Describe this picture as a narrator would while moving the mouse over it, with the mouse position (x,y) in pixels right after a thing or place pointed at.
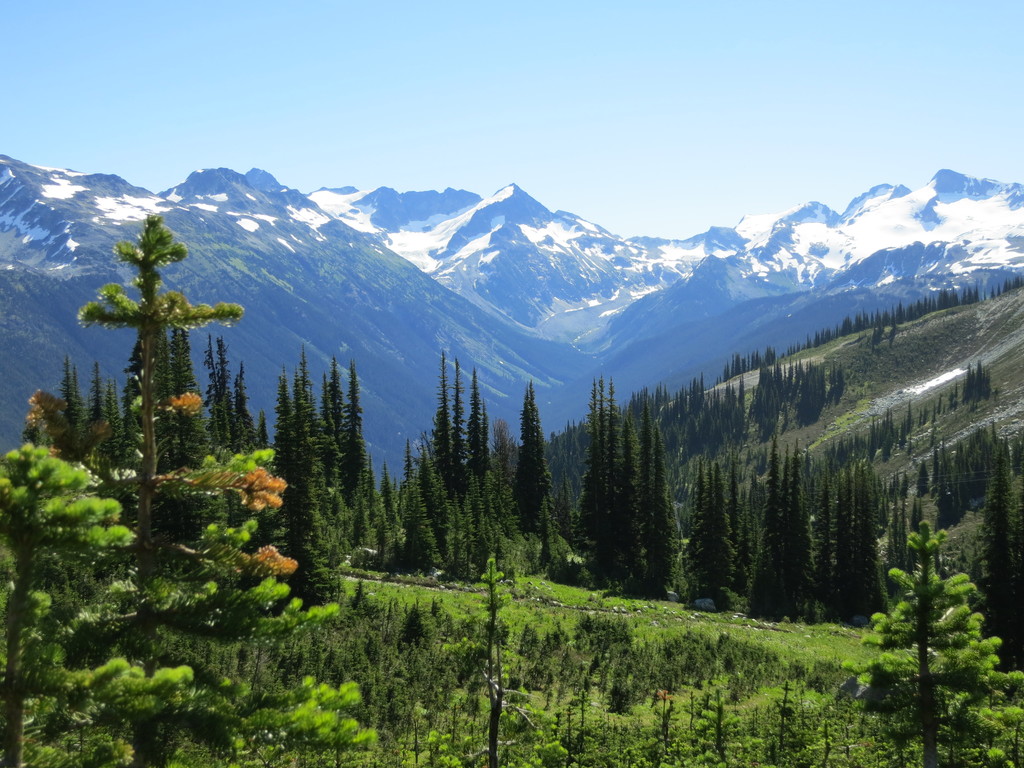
This picture is clicked outside the city. In the foreground (134,576) we can see the plants (467,720), green grass (729,633) and trees (884,488) and we can see the hills (737,248). In the background (513,99) there is a sky (234,101).
